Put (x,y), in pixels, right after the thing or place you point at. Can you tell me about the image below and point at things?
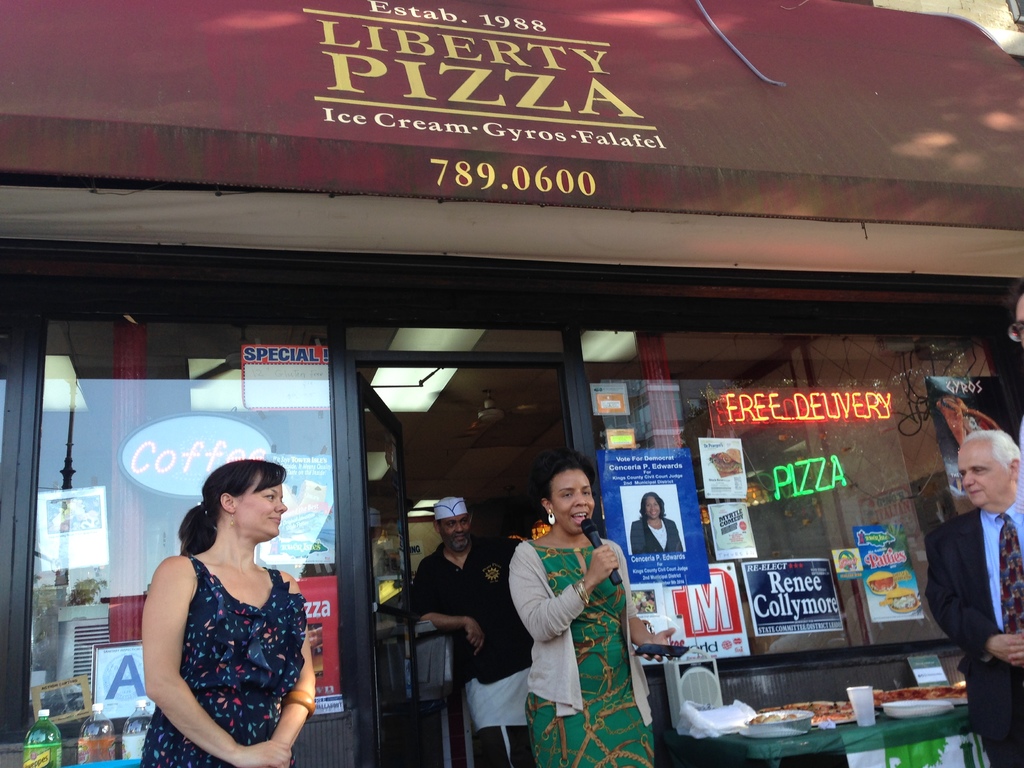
In this picture we can see a store (964,151). We can see boards (601,125), posters (683,624), lights (212,394), bottles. We can see people (1004,724). We can see a woman (598,573) holding a microphone (586,534) and she is talking. On a table (898,736) we can see food (821,718), plates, glass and objects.
